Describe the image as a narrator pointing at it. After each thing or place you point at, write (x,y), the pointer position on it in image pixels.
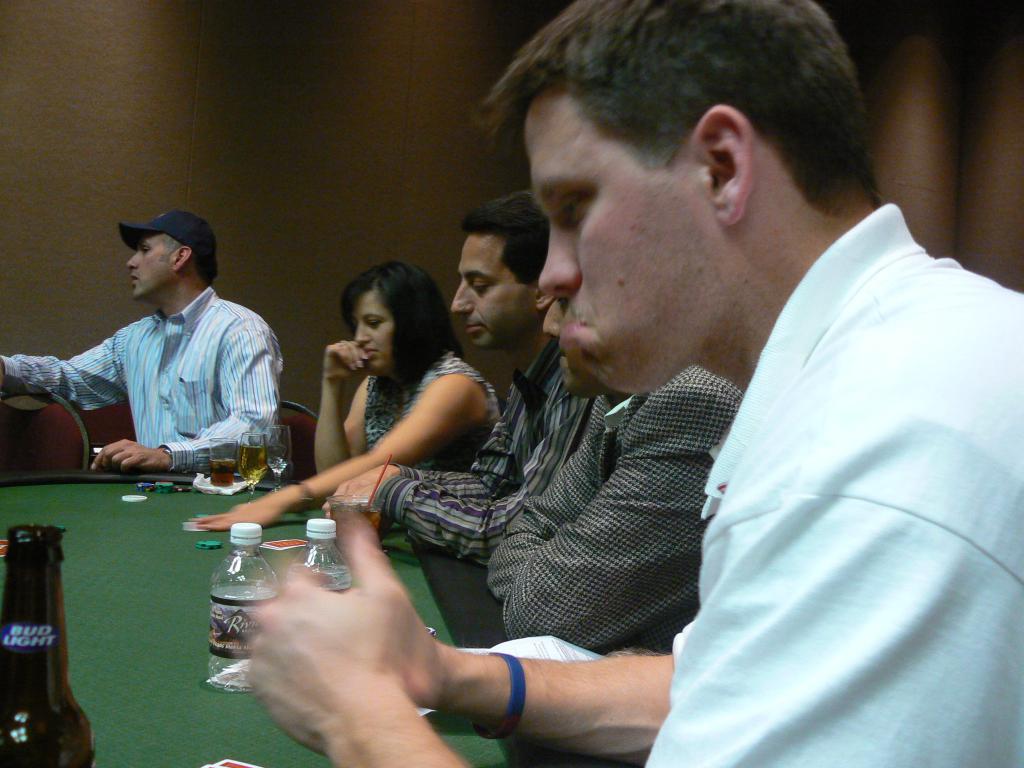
These persons (456,447) are sitting on a chair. On this table (95,716) there are bottles (265,587) and glasses (258,455).
